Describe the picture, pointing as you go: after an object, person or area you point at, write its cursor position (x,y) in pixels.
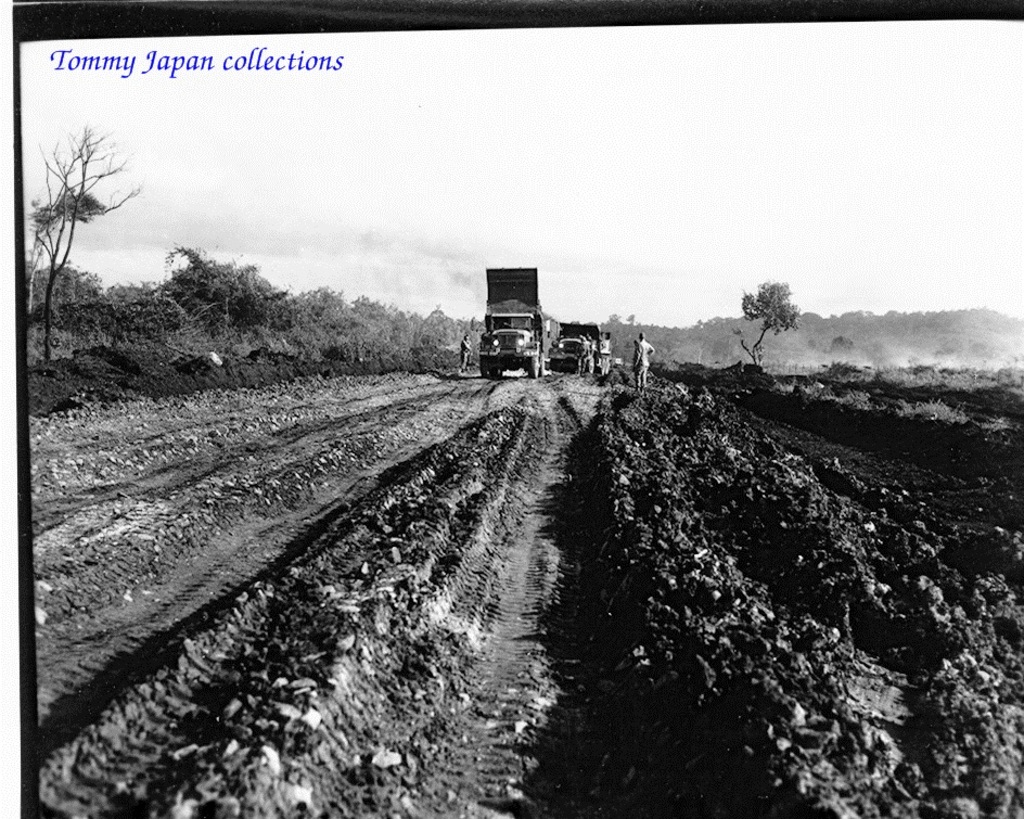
This is an edited picture. In this image there are vehicles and there are group of people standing and there are trees (454,337). At the top (635,176) there is sky (643,213). At the bottom (623,718) there is mud (643,532). At the top left (98,59) there is text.
